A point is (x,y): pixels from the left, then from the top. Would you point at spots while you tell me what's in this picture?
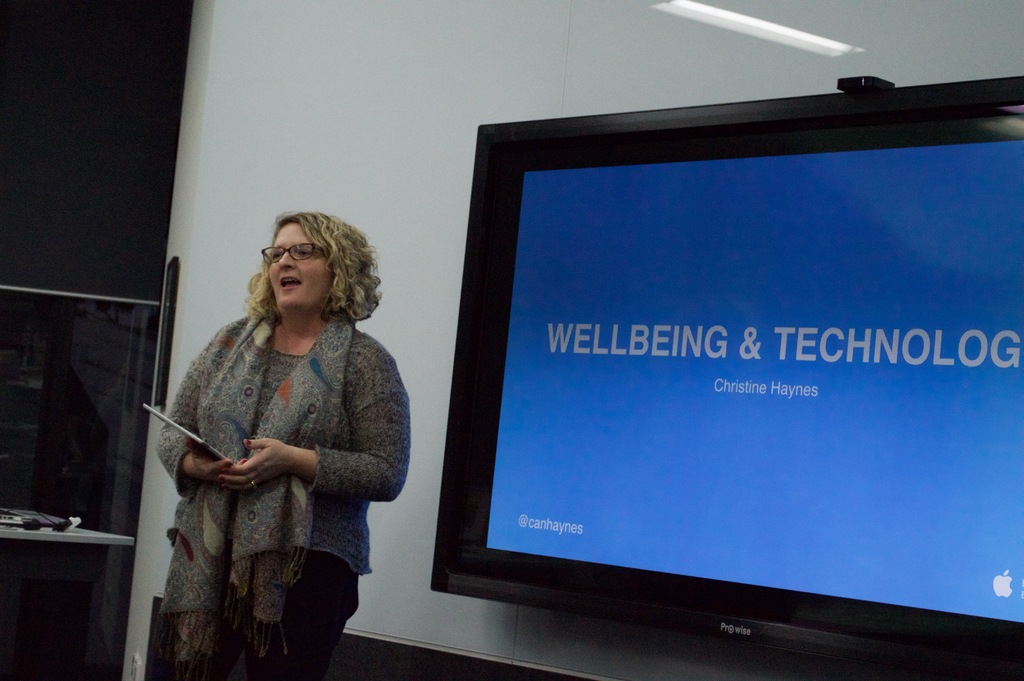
In this image we can see a woman (307,341) holding an object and standing. We can also see a television screen (909,228), wall (629,106) and also a table (33,530) and on the table (31,535) we can see some objects (54,527).
